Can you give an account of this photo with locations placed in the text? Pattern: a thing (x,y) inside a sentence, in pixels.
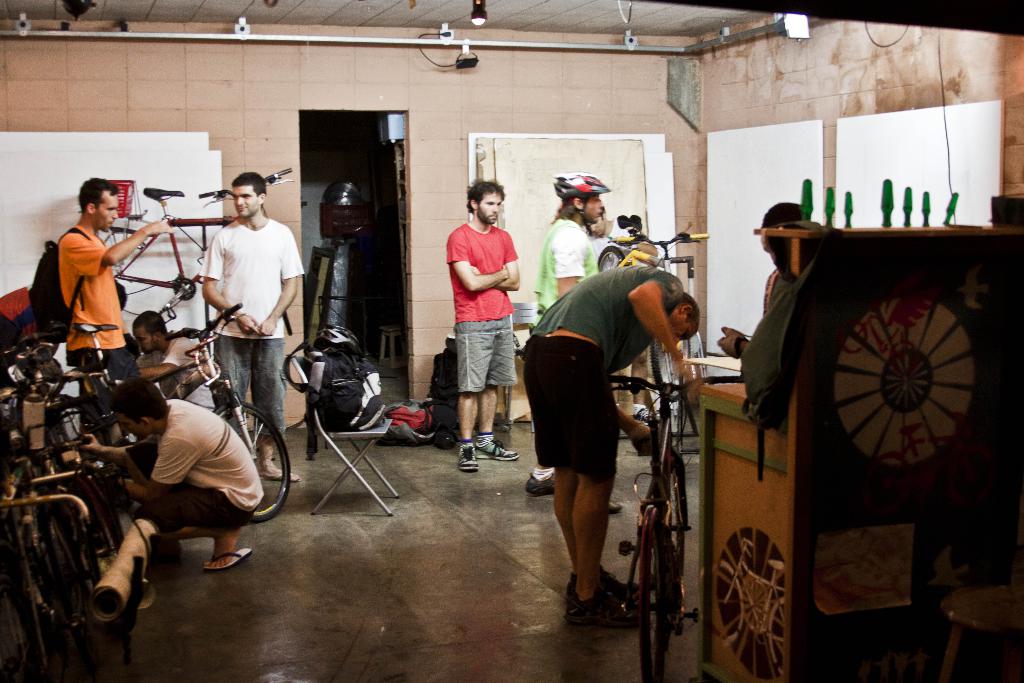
The picture is taken in a closed room (514,481) where there are people (613,426) nearly ten members (613,306) and coming to the right corner of the picture (802,383) there is one wooden stand (766,482) on which the bag (805,281) is kept and one person (635,297) is standing and checking his bicycle (653,559) and behind him there are three more people (562,254) and one person (581,201) is wearing a helmet (567,191) and another person (477,265) is wearing red shirt (480,265) and, beside him there is a chair (337,421) and a bag (347,401) on it, behind the chair (342,435) there are some bags (396,417), chairs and some stuff (330,289) in the room (378,248) and coming to the left corner of the picture (175,453) there is one person (200,460) sitting on the floor (212,547) and looking some thing (84,429) in the bicycle (54,454), behind him there is one person (89,288) standing in orange shirt (71,289) and wearing a bag (64,330) and in front of him there is another person (224,275) standing in a white shirt (251,266) and behind him there is a cycle (204,226) hanged to the wall (170,182).
